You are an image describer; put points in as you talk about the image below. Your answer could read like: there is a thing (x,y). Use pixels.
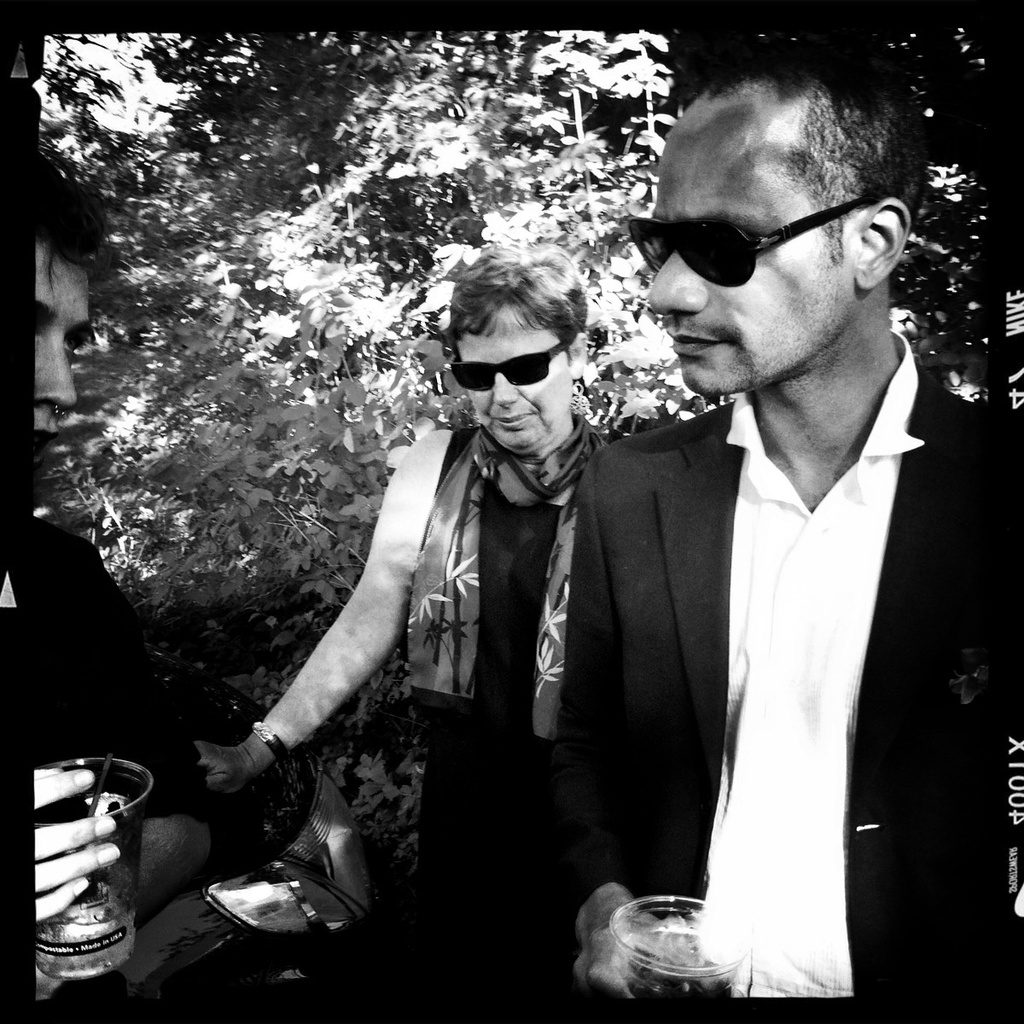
In this image, we can see three people (509,850). Few are wearing glasses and holding glass (644,961) with liquid (103,875). Background (202,447) there are so many plants (342,437) and trees (283,448) we can see.
